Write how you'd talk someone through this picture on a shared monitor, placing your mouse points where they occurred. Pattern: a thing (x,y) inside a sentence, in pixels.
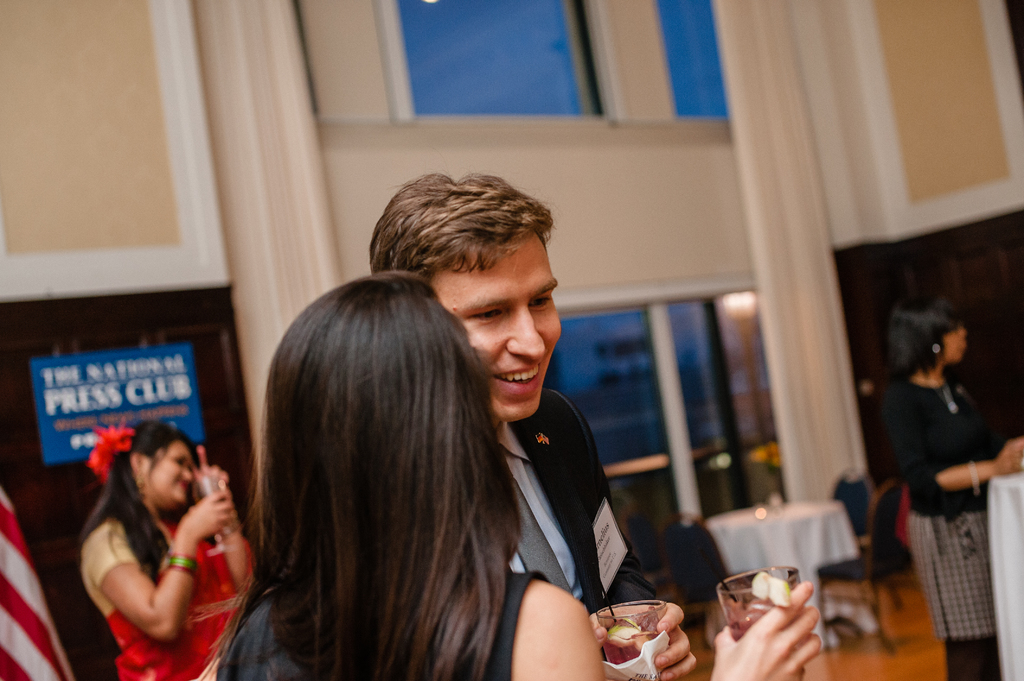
Here we can see four persons (432,580) and they are holding glasses (636,640) with their hands (676,656). He is smiling. There are tables (788,565) and chairs (897,506). In the background (120,380) we can see a board (138,376), glasses (424,90), and a wall (38,28).
